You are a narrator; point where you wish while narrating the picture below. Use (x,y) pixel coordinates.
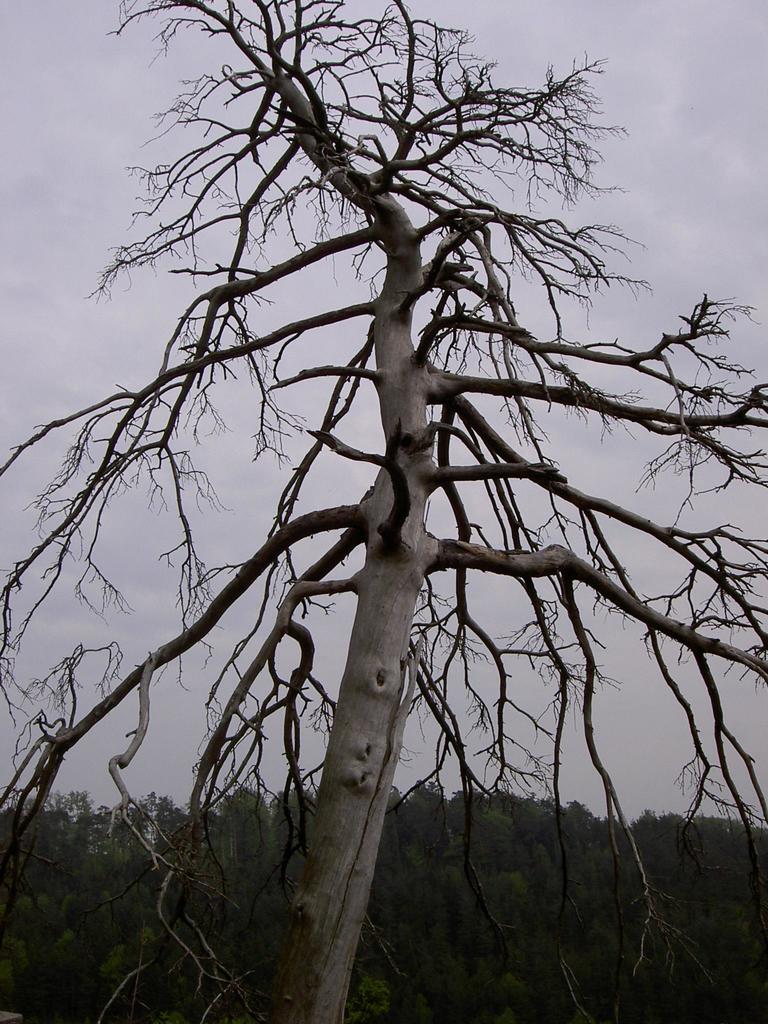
In this image there is a tree (390,429) in the foreground (342,826). There are no leaves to the tree (386,356). Behind it there are many trees (245,872). At the top (206,131) there is the sky (625,149).
